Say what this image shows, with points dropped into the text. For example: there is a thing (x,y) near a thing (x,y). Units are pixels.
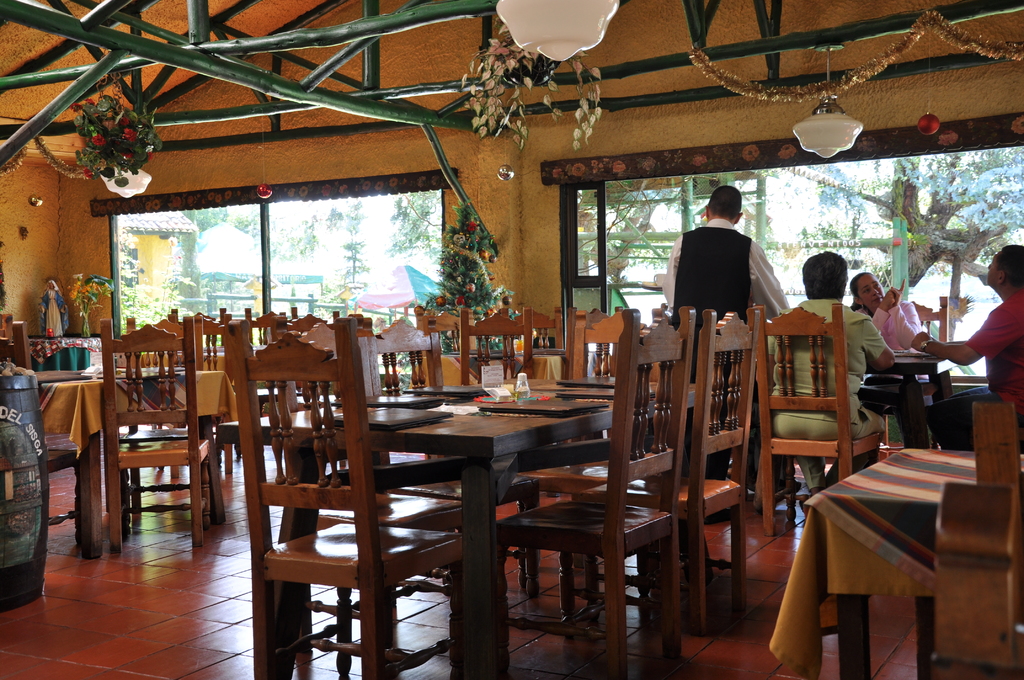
In the given image we can see, there are many chairs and tables (475,433). There are three persons (860,334) sitting on chair (840,332), this is a plant (461,267) and a window (303,236).
